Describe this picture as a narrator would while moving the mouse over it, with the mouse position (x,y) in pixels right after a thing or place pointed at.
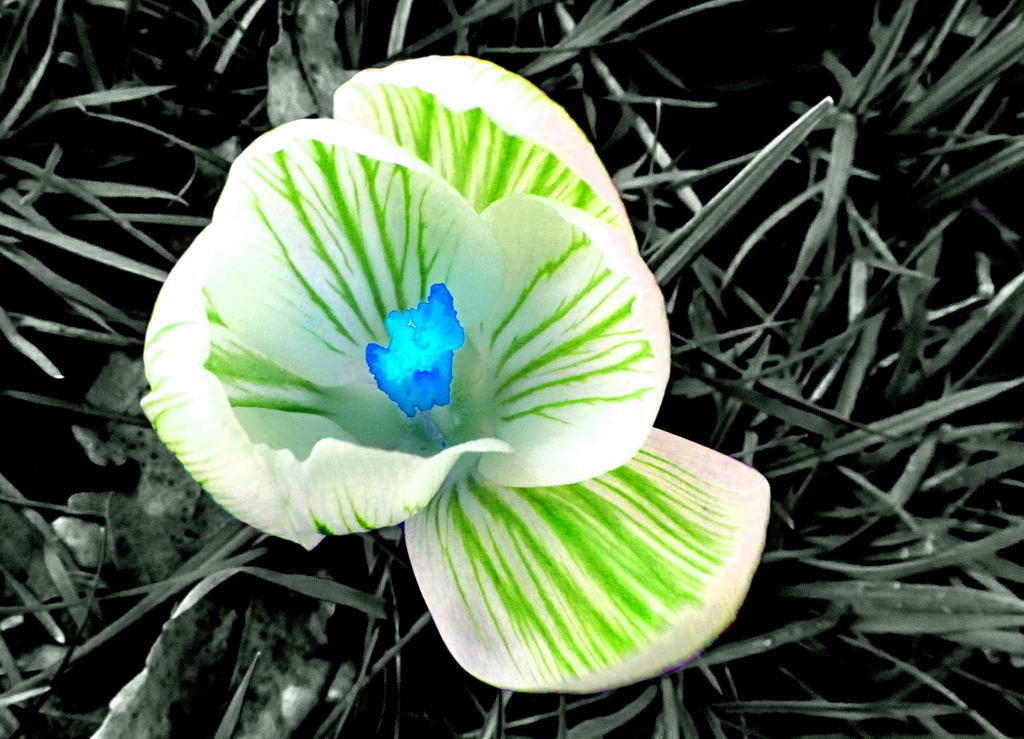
It looks like an edited image, we can see a flower (305,364) and behind the flower (306,377) there is grass (937,591).
